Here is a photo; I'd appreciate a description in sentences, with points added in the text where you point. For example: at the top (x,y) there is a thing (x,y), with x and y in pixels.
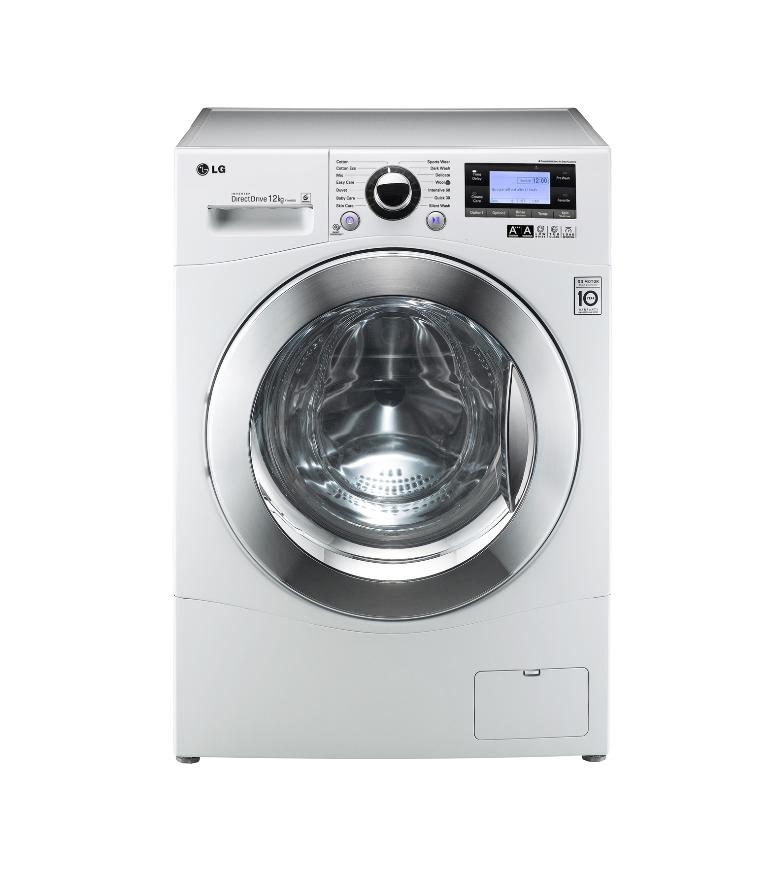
In this image we can see the washing machine (434,697). And we can see the white background (22,767).
